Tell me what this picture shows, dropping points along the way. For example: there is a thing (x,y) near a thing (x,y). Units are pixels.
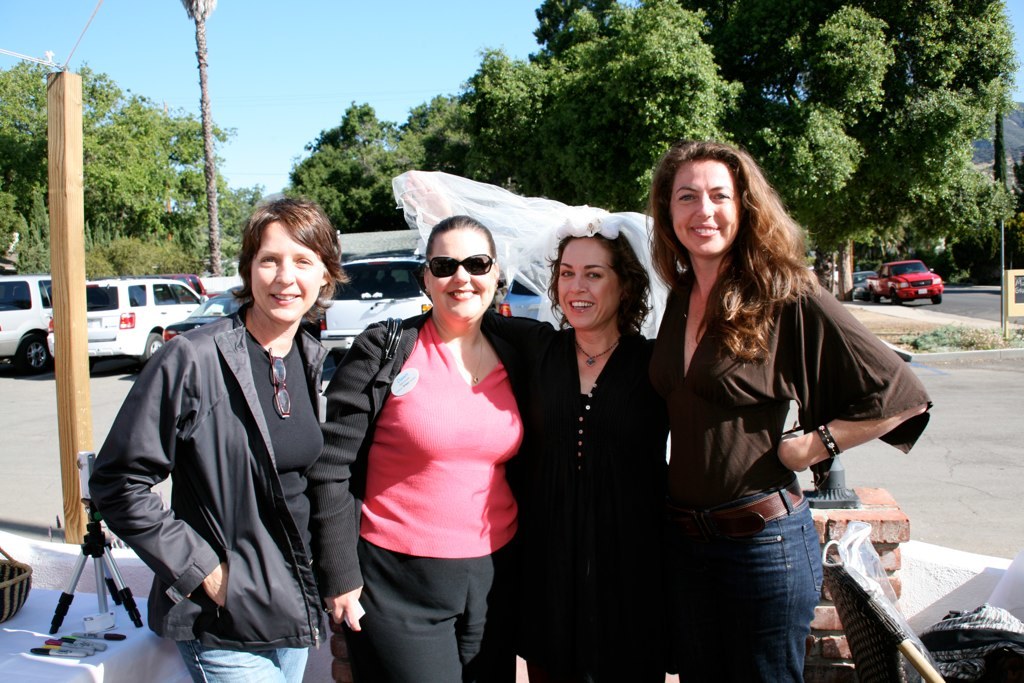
In this picture we can see four people (616,601) and they are smiling and in the background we can see vehicles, trees (22,136), sky (1023,47) and some objects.
